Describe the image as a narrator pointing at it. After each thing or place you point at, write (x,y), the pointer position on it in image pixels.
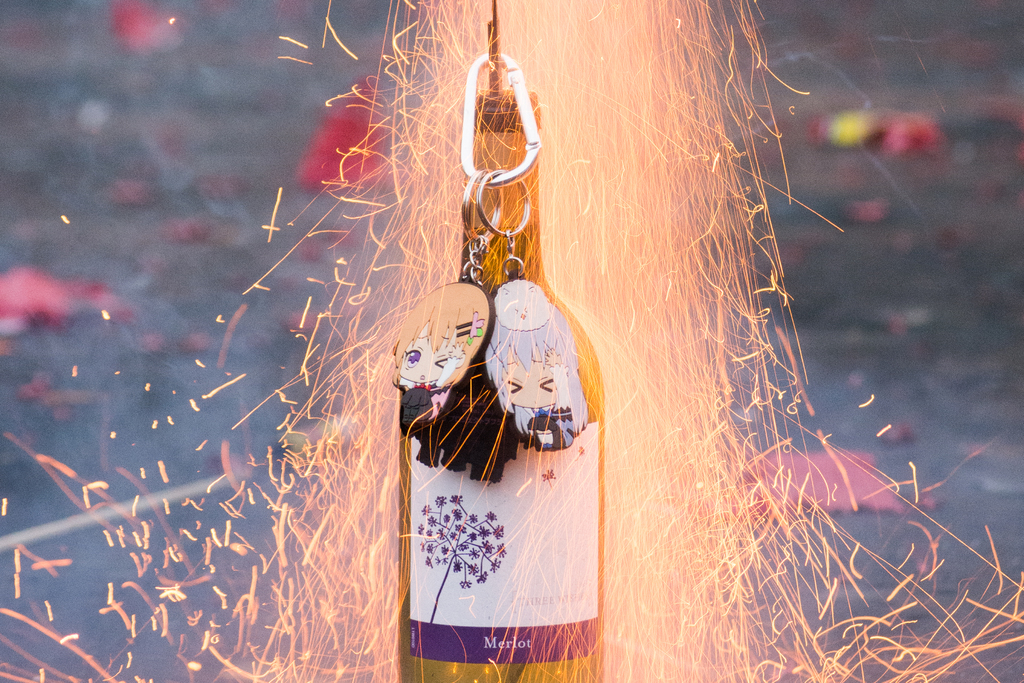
This picture shows a bottle (509,166) and we see a cracker (443,202) with fire (705,324) on the side and we see keychains (450,298) hanging to the bottle (496,145).
